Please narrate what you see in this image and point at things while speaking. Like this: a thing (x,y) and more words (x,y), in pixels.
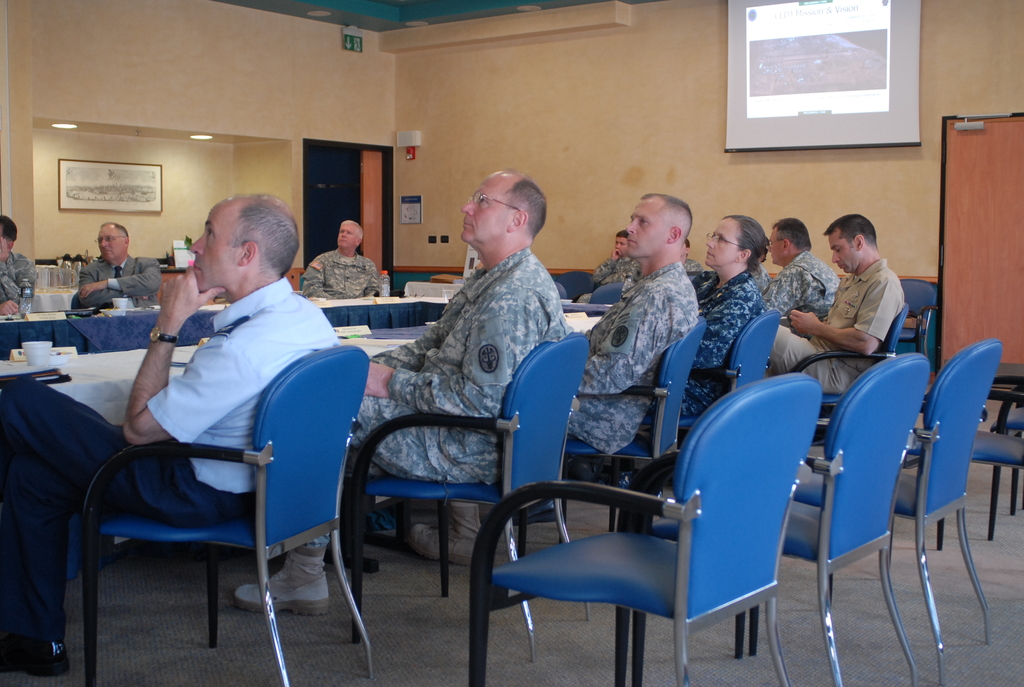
In this image I can see number of people (252,490) are sitting on chairs (596,397). I can also see few more chairs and a projector screen (798,137) on this wall (721,134).
